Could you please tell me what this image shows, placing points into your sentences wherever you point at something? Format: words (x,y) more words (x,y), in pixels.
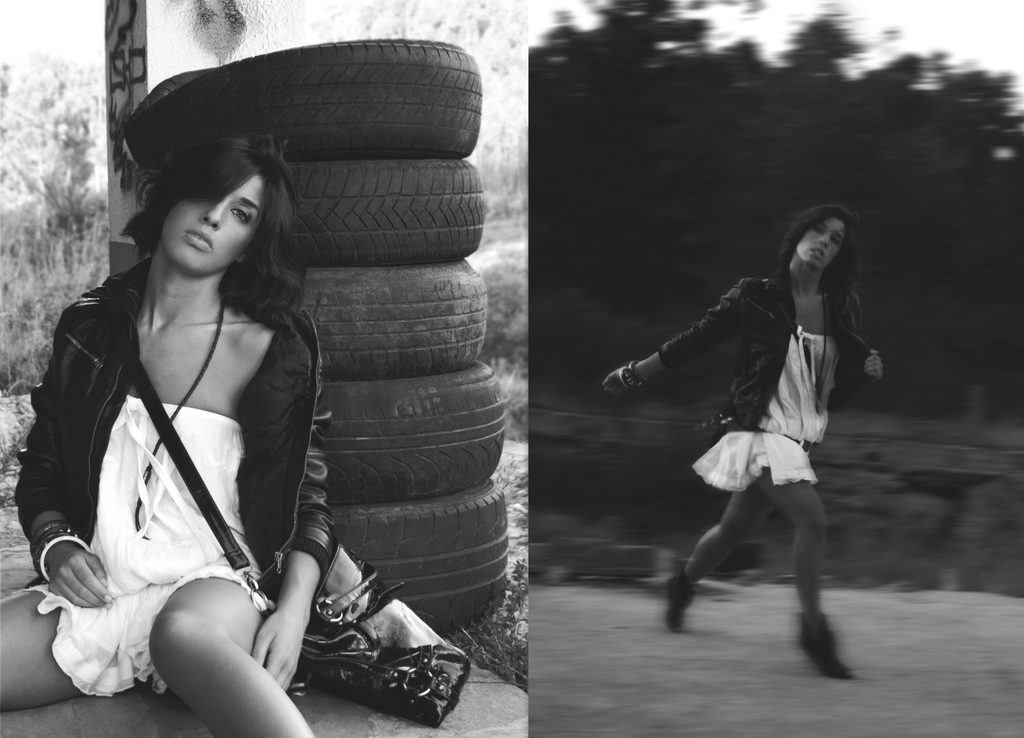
In this image we can see two collage pictures, in both the pictures there are two ladies (276,546), trees (679,190), there are tires (210,100), and bag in one picture, and the image is taken in black and white mode.
